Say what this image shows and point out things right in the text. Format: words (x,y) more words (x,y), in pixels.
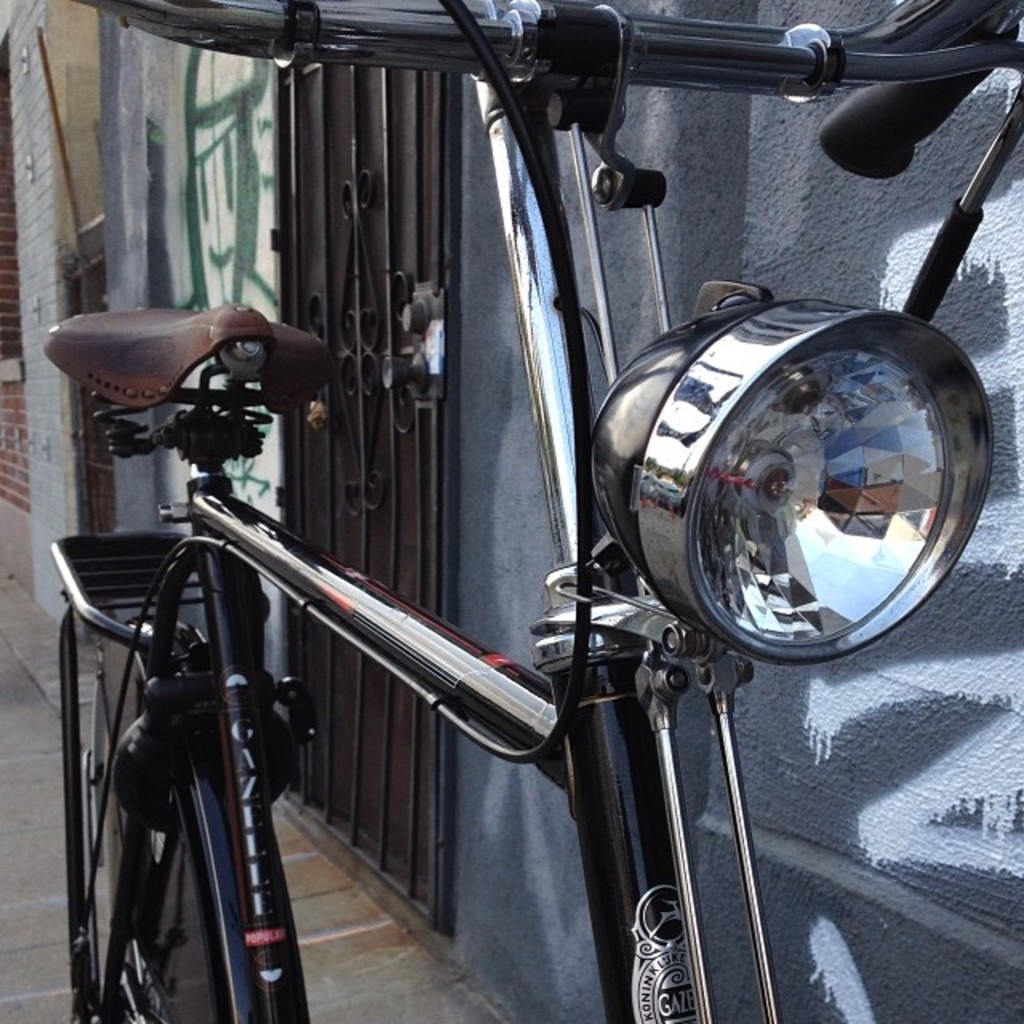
As we can see in the image there are buildings (669,123). There is a door (431,411) and bicycle (303,681).
